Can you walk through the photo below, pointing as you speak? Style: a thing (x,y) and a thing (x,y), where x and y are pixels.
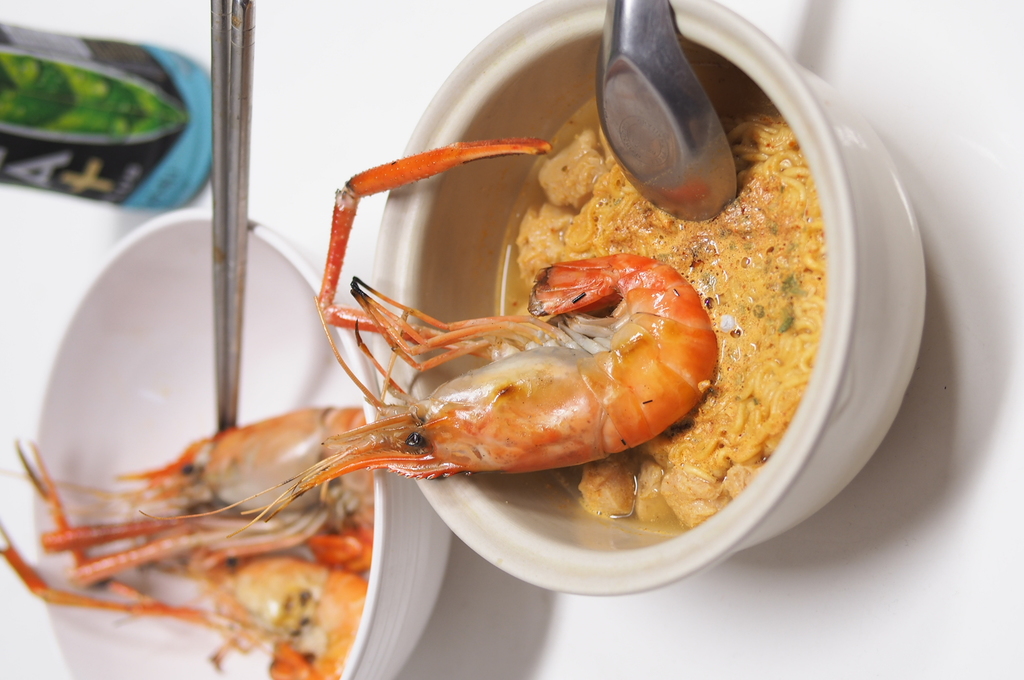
This picture is in leftward direction. At the bottom (345,530), there are two bowls (162,262) of food (604,222) with utensils (636,102). Towards the top left (28,113), there is a bottle (65,136).
